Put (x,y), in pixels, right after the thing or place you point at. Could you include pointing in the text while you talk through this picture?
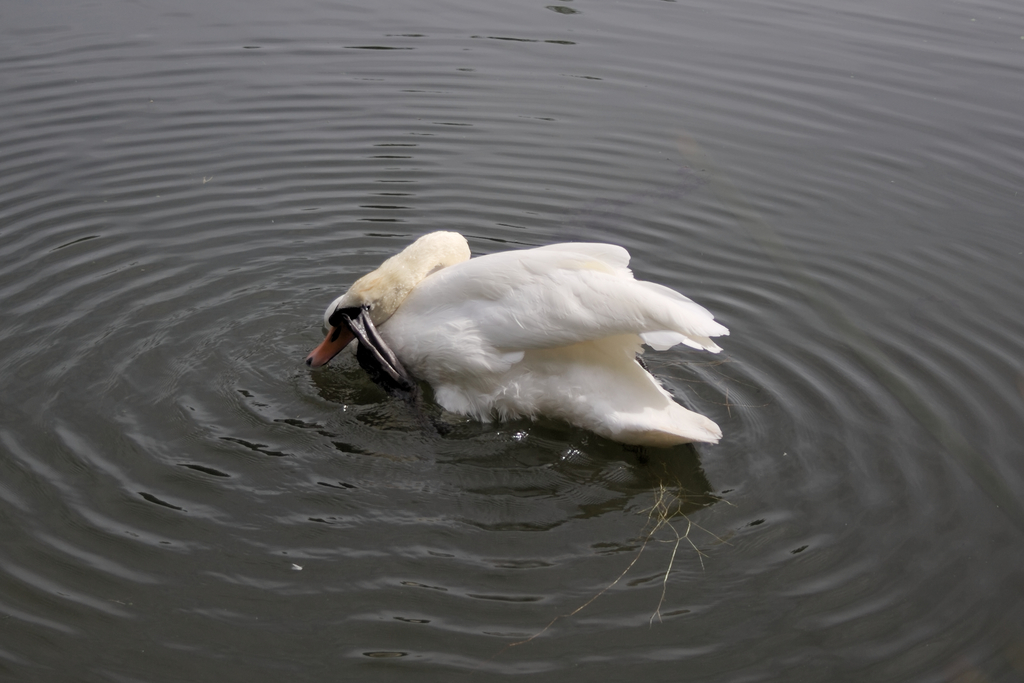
In this image I can see water (693,292) and in it I can see a white colour swan (387,333).
